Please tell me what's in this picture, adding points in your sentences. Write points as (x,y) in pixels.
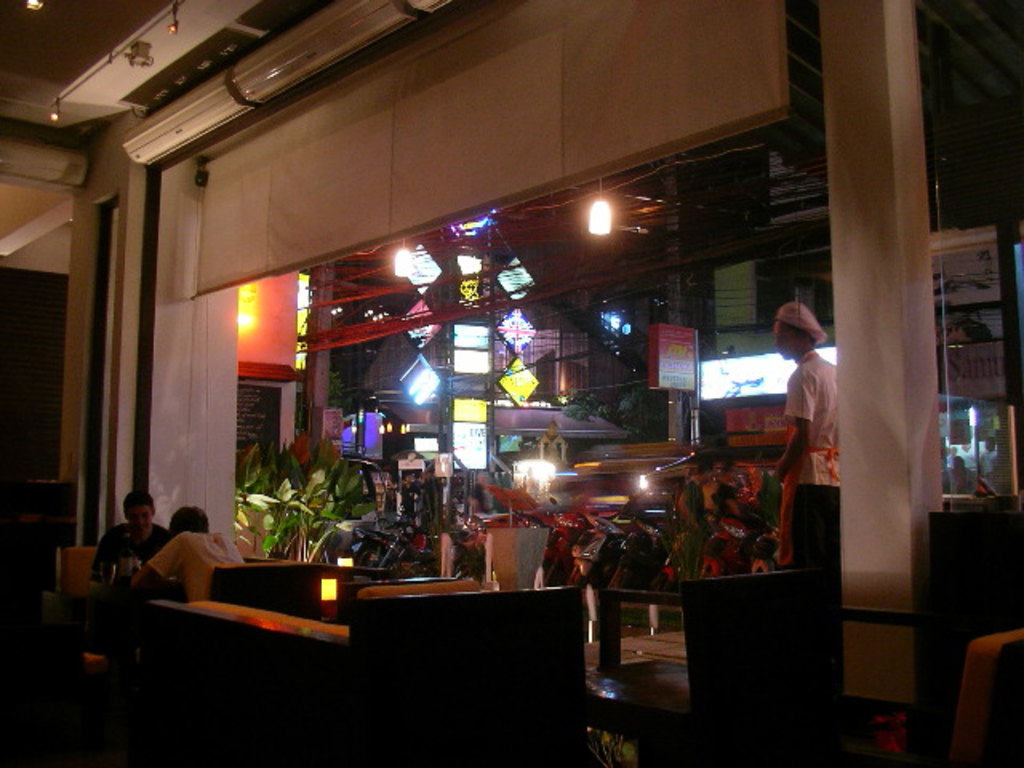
In this image I can see there is inside of the building (925,479). And there are persons (201,565) sitting on the chair (271,651). And there is a table (123,586). And at the top (347,87) there is a shutter (341,99) and a ceiling (124,64) with light (133,51). And there is a board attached to the building (149,123) and some text (264,388) written in it. And there is a sculpture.
